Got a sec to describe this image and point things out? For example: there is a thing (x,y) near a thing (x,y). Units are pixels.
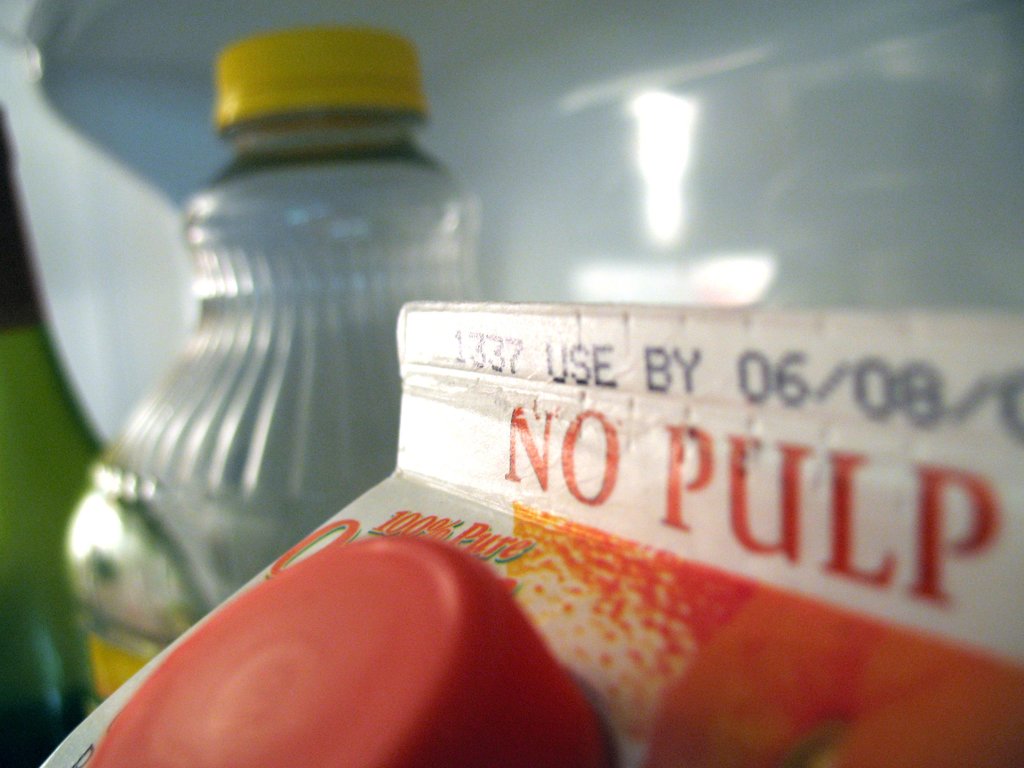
This is a juice packet (492,549) with a cap (363,638) and something written over there. In the background (259,349) there is a bottle (292,106) with yellow cap (295,78).
